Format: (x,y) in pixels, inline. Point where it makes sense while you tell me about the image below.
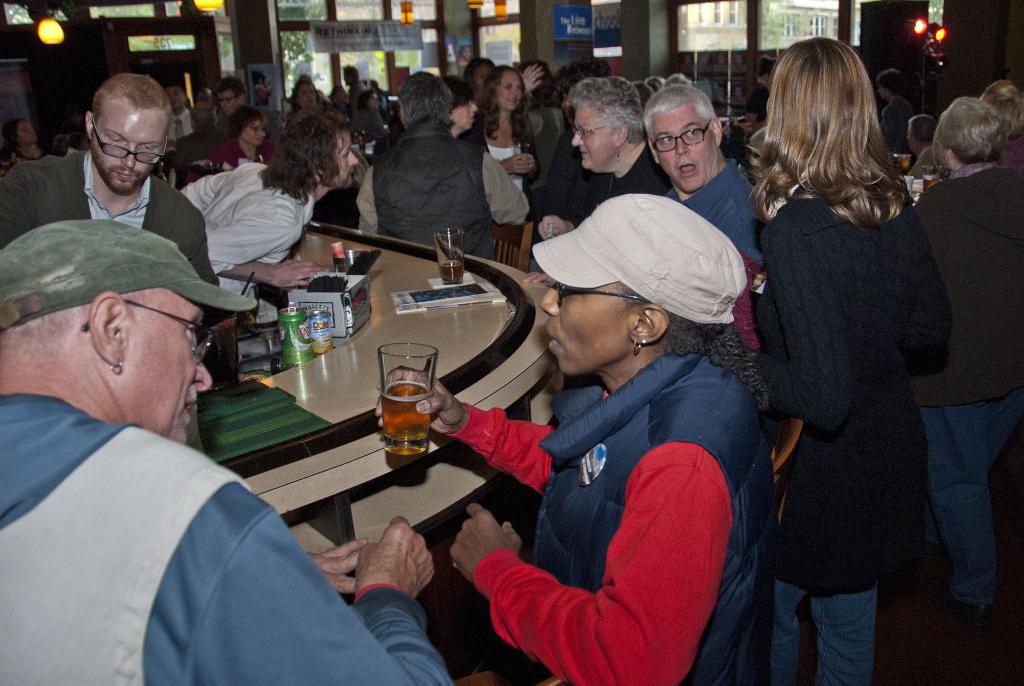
In this image we can see a few people (673,525), among them, some people (602,438) are holding the glasses (404,420) and also we can see a table (493,318), on the table (312,363), we can see the tins (316,346), glass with a drink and some other objects (327,294), there are some lights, pillars (651,41) and posts (252,76) with some text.
